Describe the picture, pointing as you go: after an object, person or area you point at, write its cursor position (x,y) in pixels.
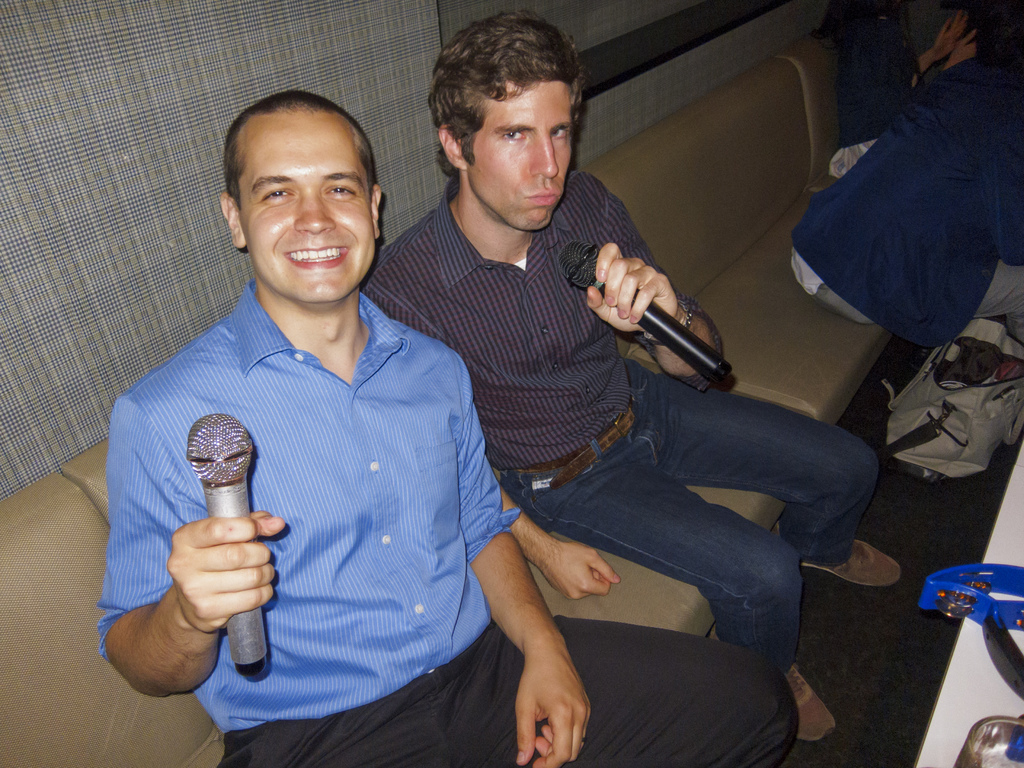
In this picture we can see two man (537,250) sitting on sofa (625,202) holding mics (219,462) in their hands (617,277) and here this person (330,272) is smiling and in background (876,29) we can see some more people (953,88) sitting and in front of them there is a bag (927,380).
